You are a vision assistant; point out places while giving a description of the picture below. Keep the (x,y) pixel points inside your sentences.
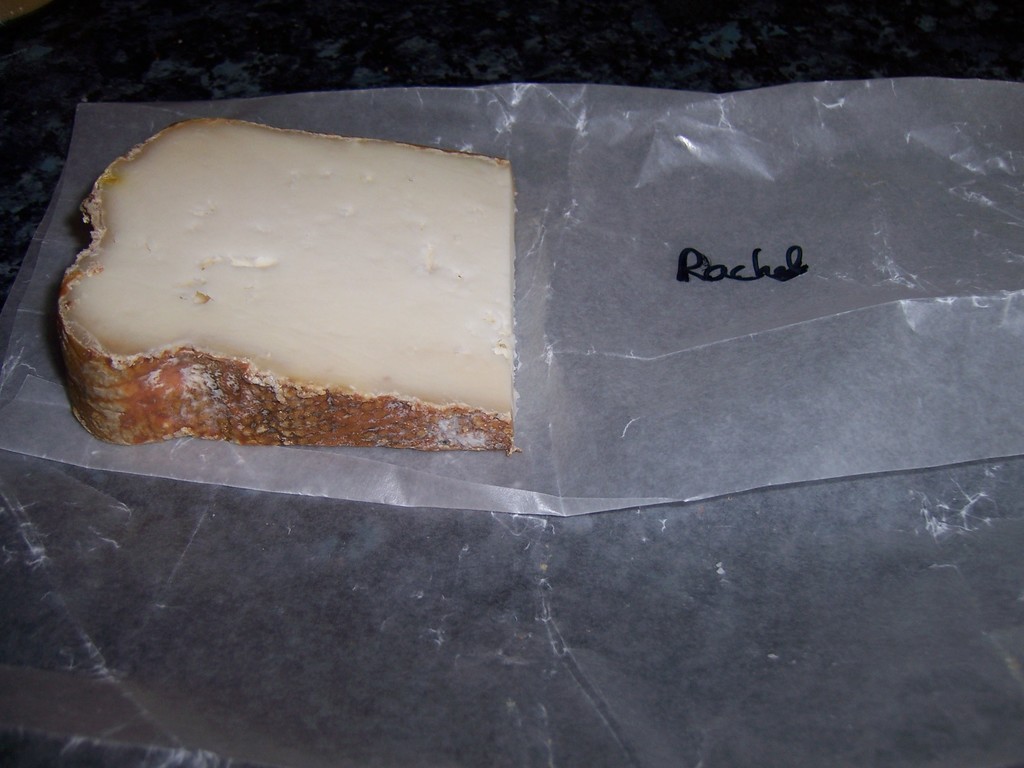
In this image I can see a cheese slices (400,167) and a cover (889,378) on the table (167,13). This image is taken in a room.
